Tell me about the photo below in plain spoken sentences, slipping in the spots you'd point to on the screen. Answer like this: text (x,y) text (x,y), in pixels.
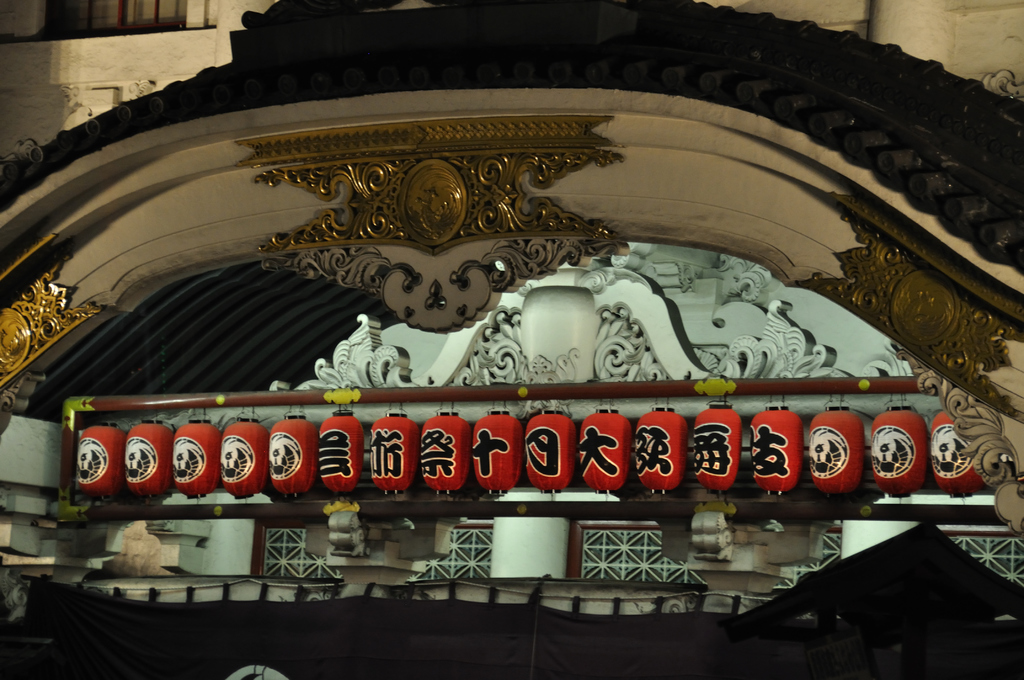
In this picture I can see there is a shrine (369,369) and there is a sculpture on the walls (748,458).
